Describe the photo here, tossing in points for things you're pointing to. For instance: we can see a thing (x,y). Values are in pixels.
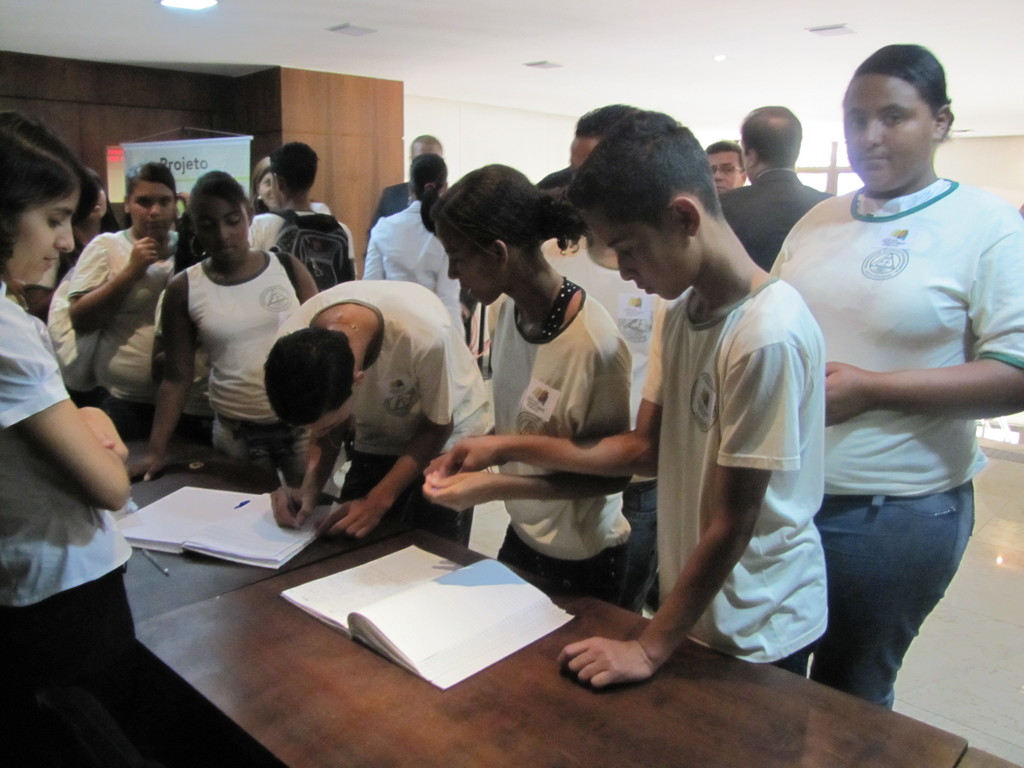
In the foreground of this picture (573,515), there is crowd (505,369) in a table (457,698). On table (561,725), there are two books (367,589). In background (269,104), we see wall (328,113), ceiling (338,43) and the lights (172,6).
